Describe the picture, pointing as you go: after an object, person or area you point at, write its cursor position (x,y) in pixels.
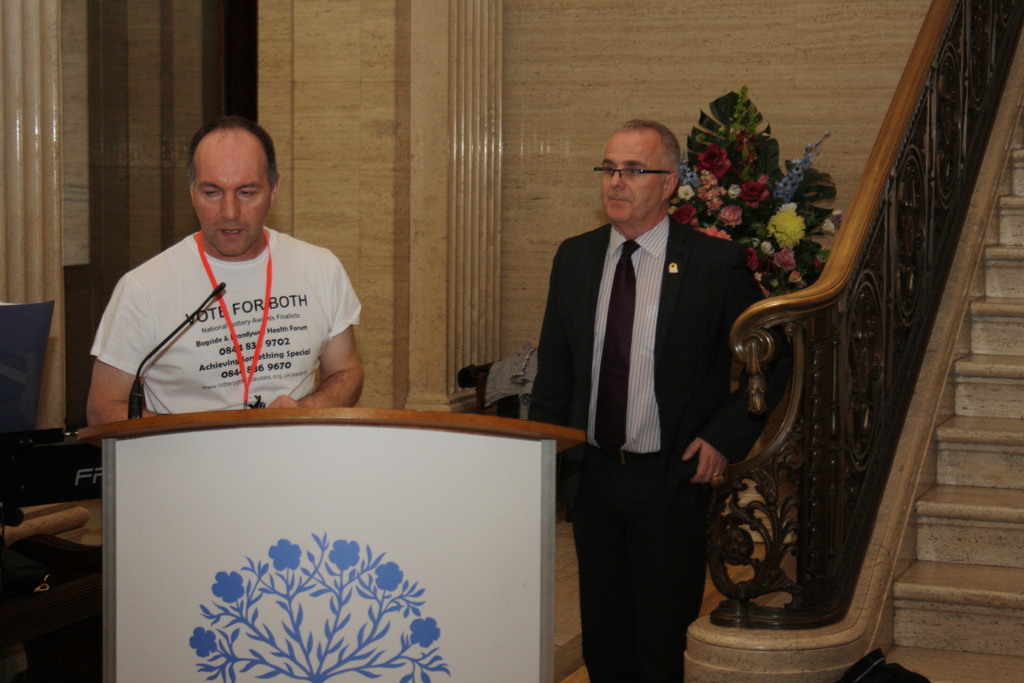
In this picture I can see a podium (305,498) in front (341,439) on which I can see the depiction of flowers (284,558) and leaves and I can see a man (242,192) behind it and I see that he is standing and on the right of this picture (699,582) I can see another man (729,412) who is wearing formal dress (669,338) and behind him I can see few flowers (683,175) and side to him I can see the railing (940,243) and the steps (961,620). In the background (33,53) I can see the wall (319,198) and I can also see a mic (177,334) on the podium (337,514).
